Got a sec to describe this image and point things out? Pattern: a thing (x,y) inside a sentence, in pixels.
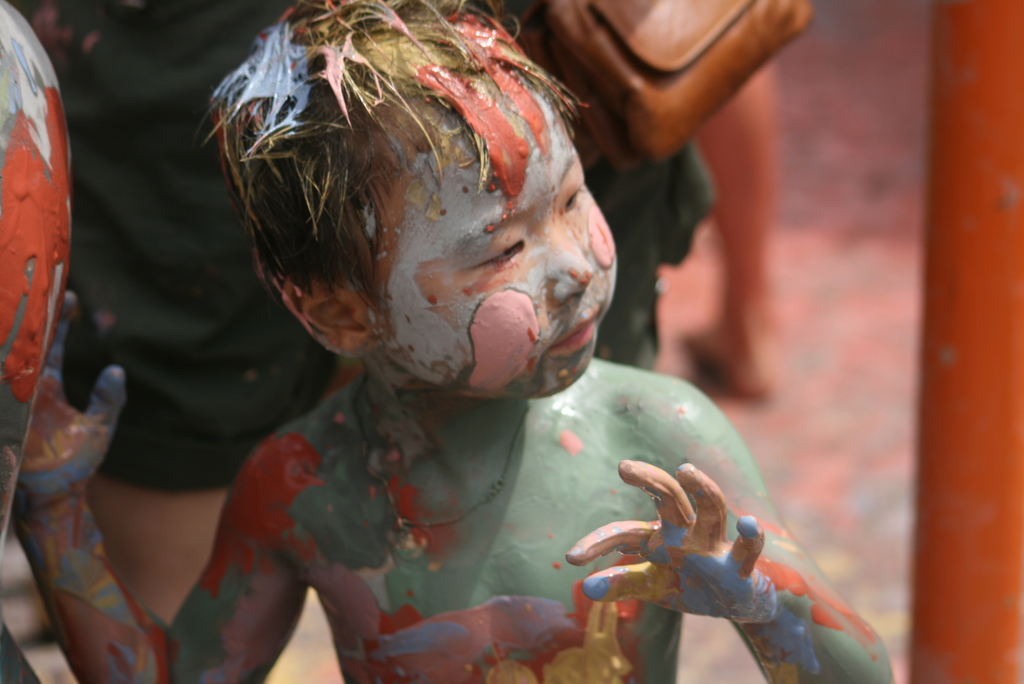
In this image we can see a boy (317,317) where is he completely color with paints (217,566). In the background (684,2) the image is in a blur.
